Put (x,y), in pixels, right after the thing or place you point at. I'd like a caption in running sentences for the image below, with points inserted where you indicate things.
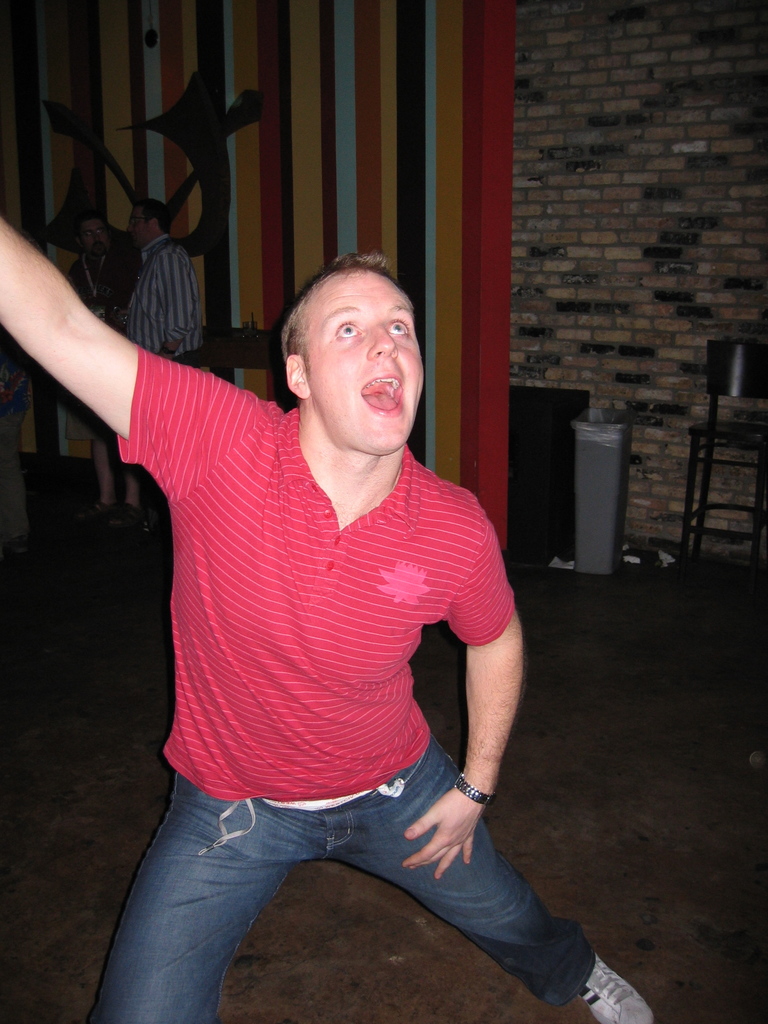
In the center of the image (290,468), we can see a man (350,517) and in the background (346,132), there are some other people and we can see some stands (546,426), a board (356,138) and a wall (419,167). At the bottom (621,736), there is a floor (627,766).
